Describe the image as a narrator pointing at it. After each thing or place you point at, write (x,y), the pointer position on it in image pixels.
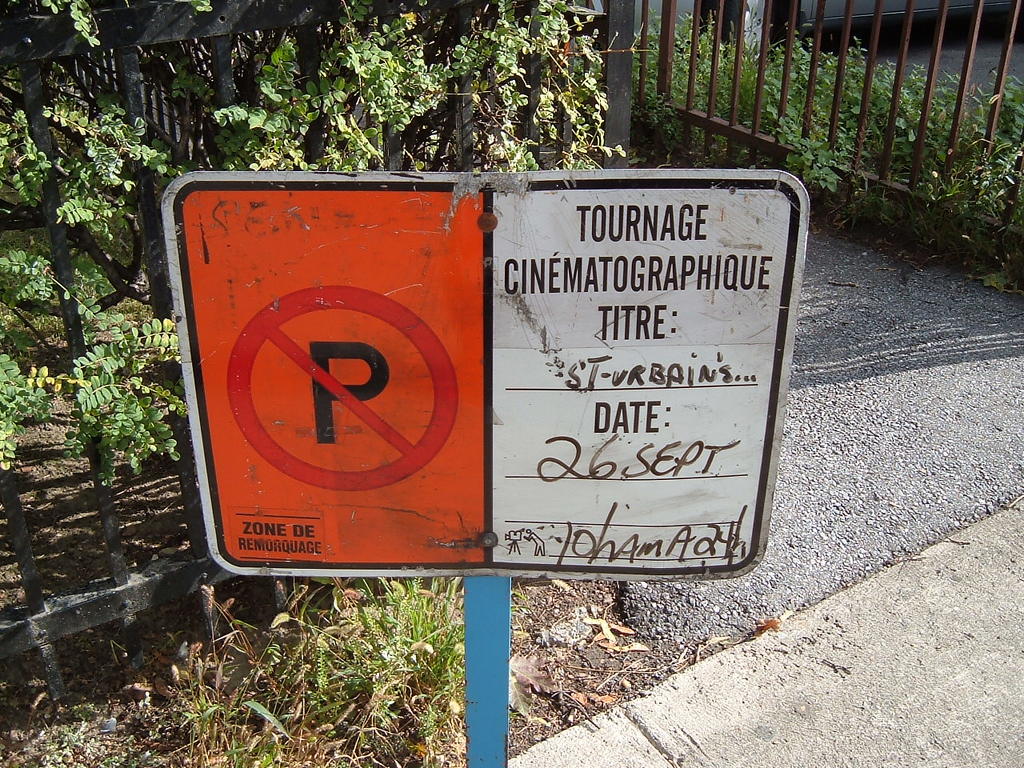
In this picture I can see a pole (485,653) in front (481,613), on which there is a sign (445,348) and I see something is written. In the background (48,273) I can see the fencing (204,36) and the plants (838,54). I can also see the path (804,524).
